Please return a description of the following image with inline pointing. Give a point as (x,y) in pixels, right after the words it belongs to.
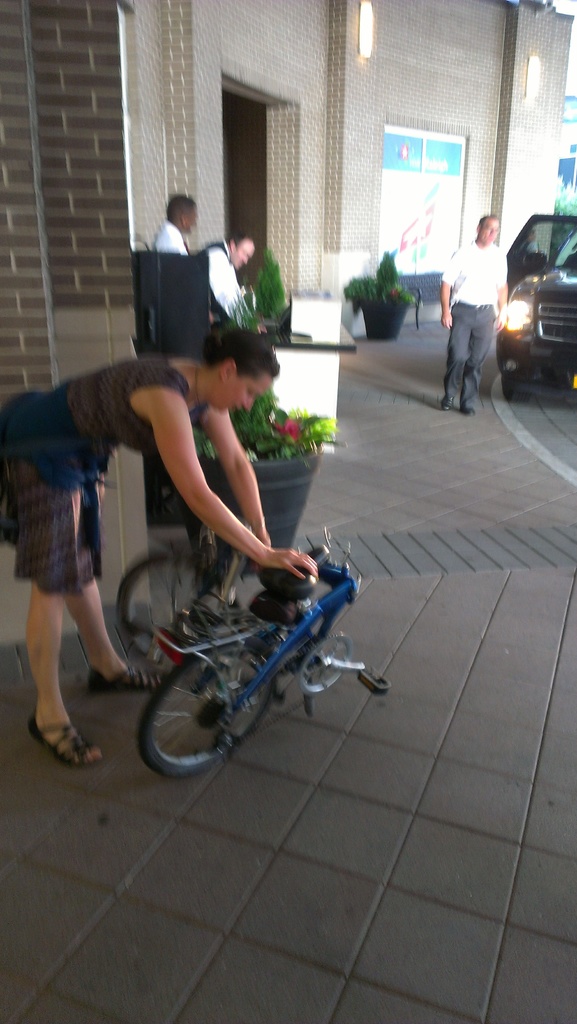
This image is slightly blurred, where you can see this woman (203,416) is standing here, we can see bicycles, flower pots (287,450), a few people (457,348) standing here, we can see the car (524,288) and the building (95,187) in the background (376,57).
